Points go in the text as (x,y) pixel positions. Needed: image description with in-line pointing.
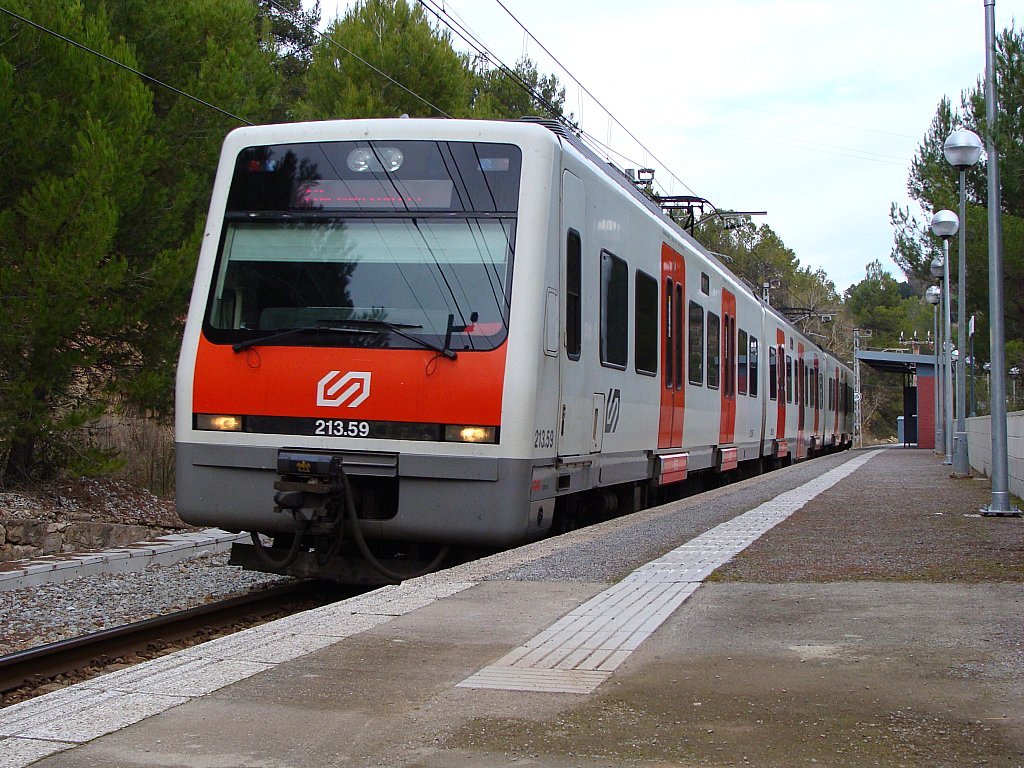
In this picture we can see a train (353,577) on a railway track (27,659). There are few street lights (998,243) on the path (877,514). We can see a few trees (952,131) in the background (1000,131).
